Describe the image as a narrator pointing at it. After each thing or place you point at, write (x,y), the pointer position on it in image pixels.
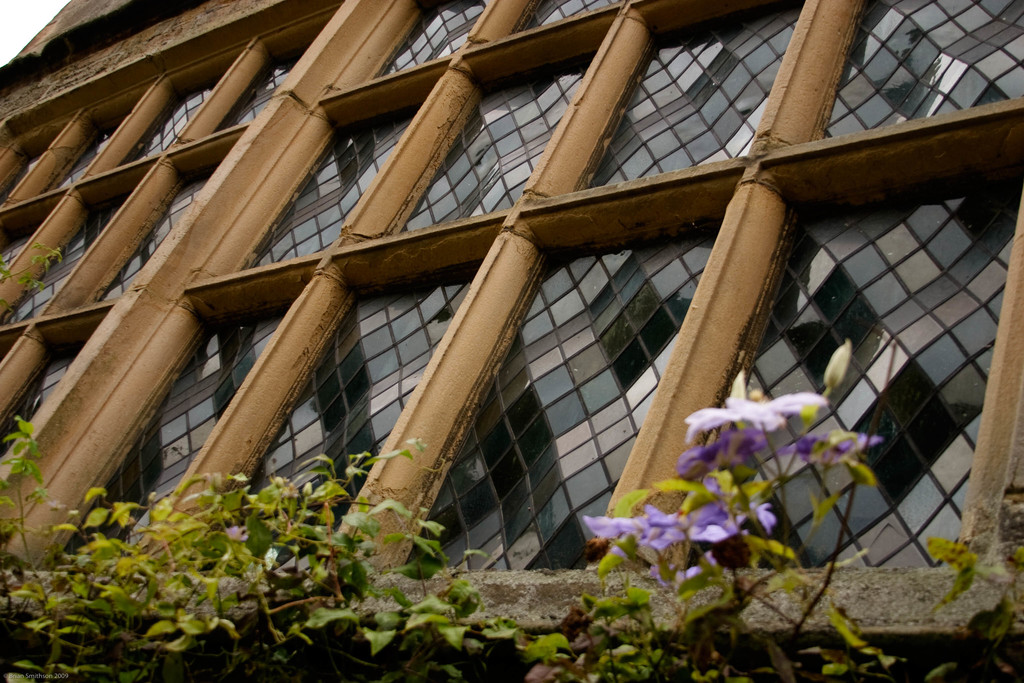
In the picture we can see a building wall (582,232) with a stone frame (479,238) and glasses (297,401) in it and near it, we can see some plants (236,567) and flowers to it which are violet in color.
